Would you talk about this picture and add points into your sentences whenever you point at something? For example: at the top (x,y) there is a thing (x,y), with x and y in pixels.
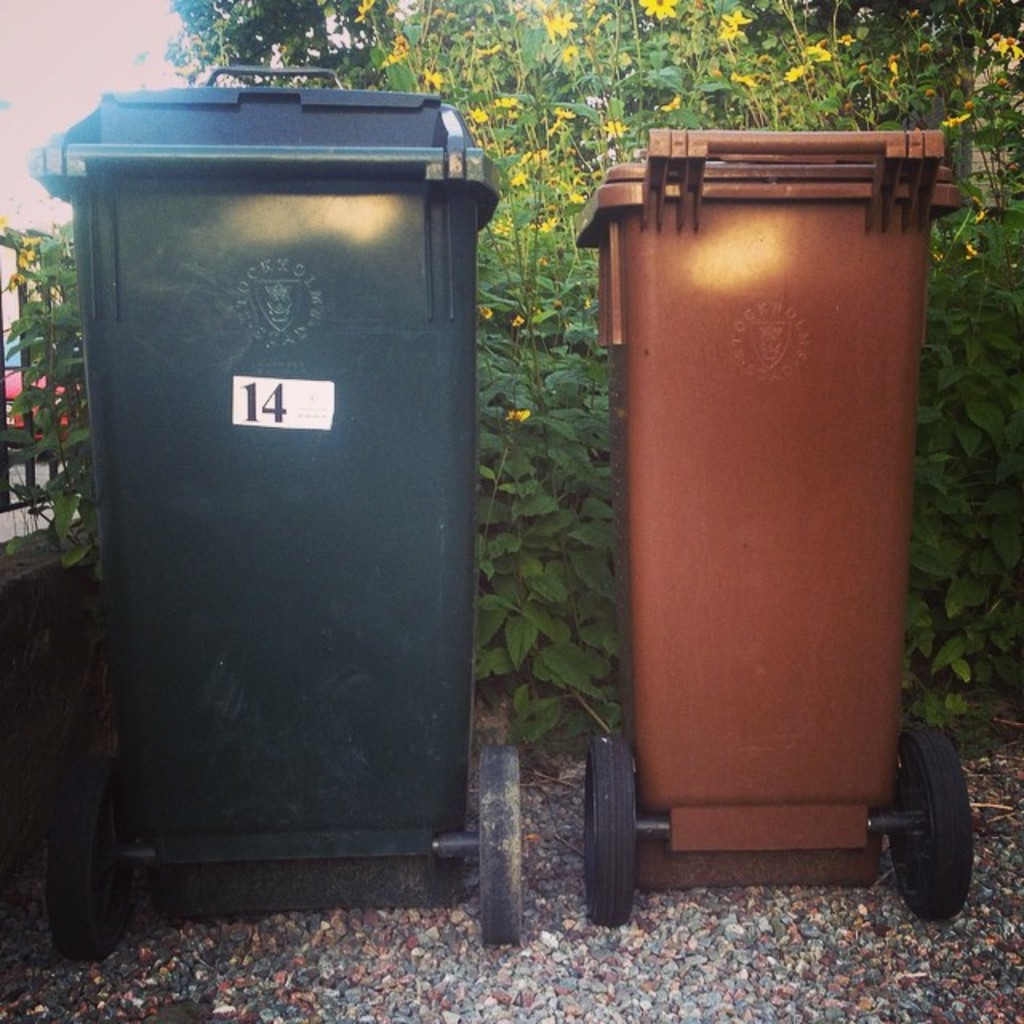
In this image there are two dustbins (436,607) on the ground (498,951). Behind them there are plants (605,73). At the bottom (424,934) there are stones (433,989) on the ground (445,916). Beside them there is a railing (43,483) on the wall (51,632). Behind the railing (5,364) there is a car (9,389) on the road (30,479).
